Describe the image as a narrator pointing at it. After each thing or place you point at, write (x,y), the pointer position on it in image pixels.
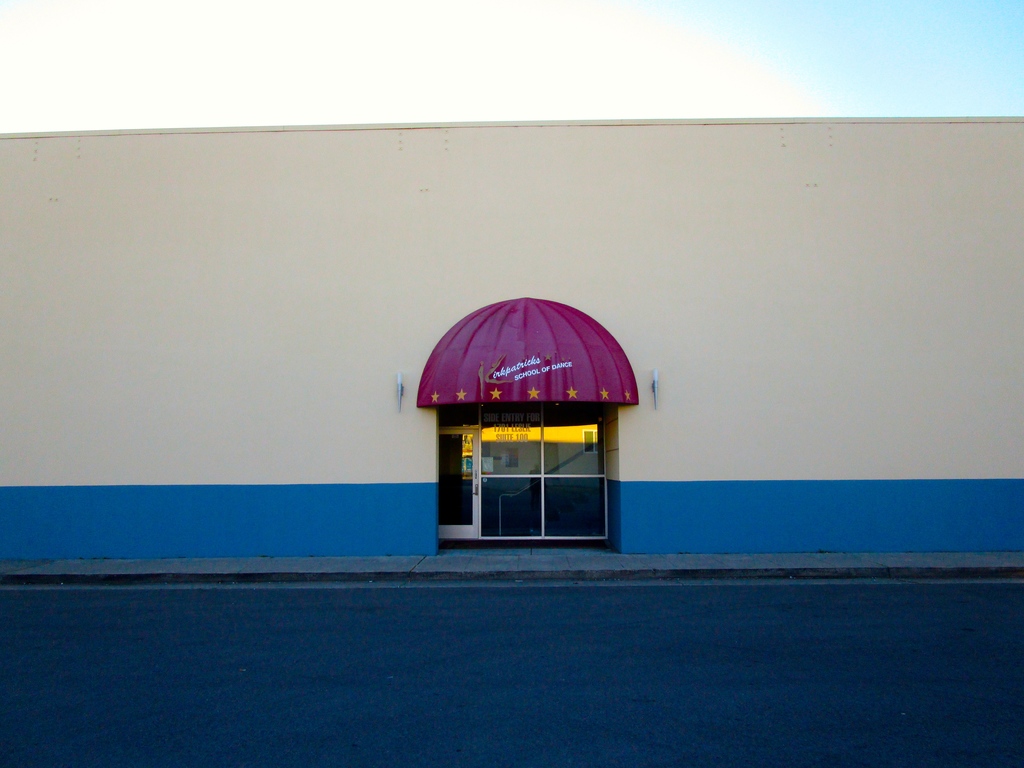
In this image in the front (599,649) there is road (544,646). In the background (482,301) there is a wall (284,368) and on the wall (271,284) there is a window (495,478), there is a tent (465,391) in front of the wall (326,255) with some text (512,367) written on it in the sky (529,69) is cloudy.
